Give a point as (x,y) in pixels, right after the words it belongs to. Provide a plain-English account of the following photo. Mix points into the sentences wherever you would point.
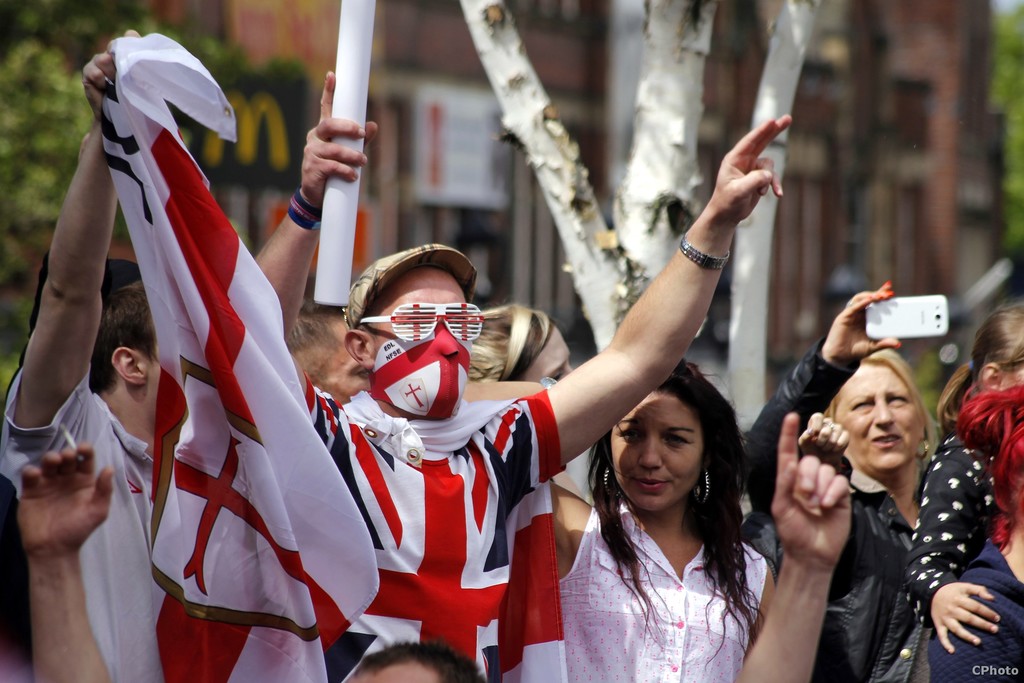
In this picture we can see some persons (402,372). She is holding a mobile (880,325) with her hand (878,340). On the background (907,282) we can see a building (813,113). And this is tree (64,148).
